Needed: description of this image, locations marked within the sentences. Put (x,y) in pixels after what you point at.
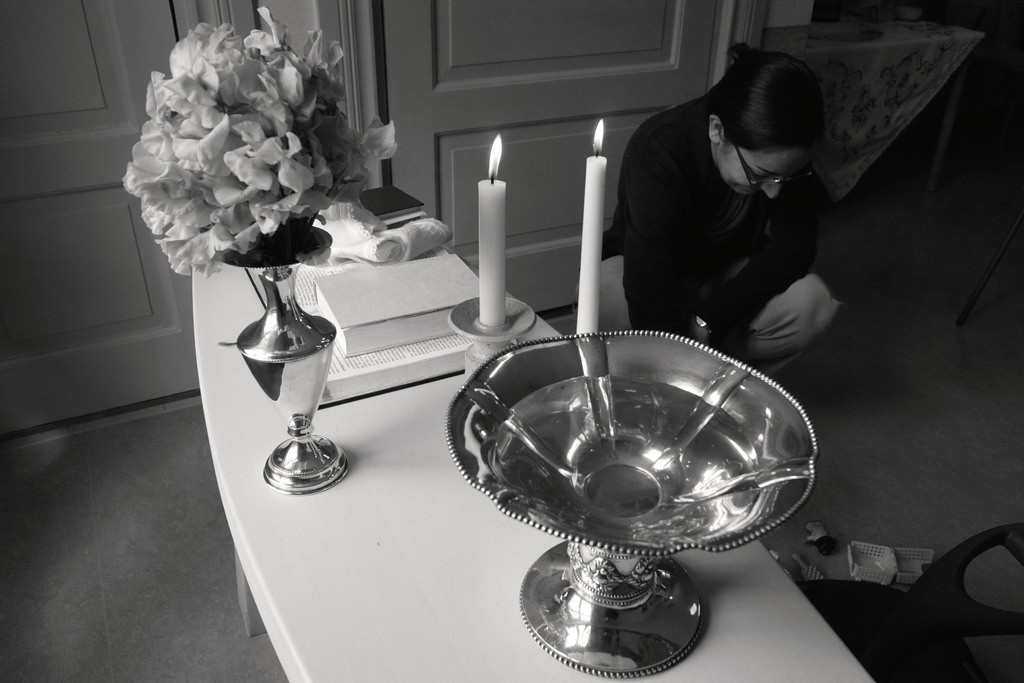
In this picture we can see a bowl (583,475), flower vase (284,391) candles (592,239), books (452,272) on the table (455,587), and also we can see a woman (696,257) and a chair (913,597).
